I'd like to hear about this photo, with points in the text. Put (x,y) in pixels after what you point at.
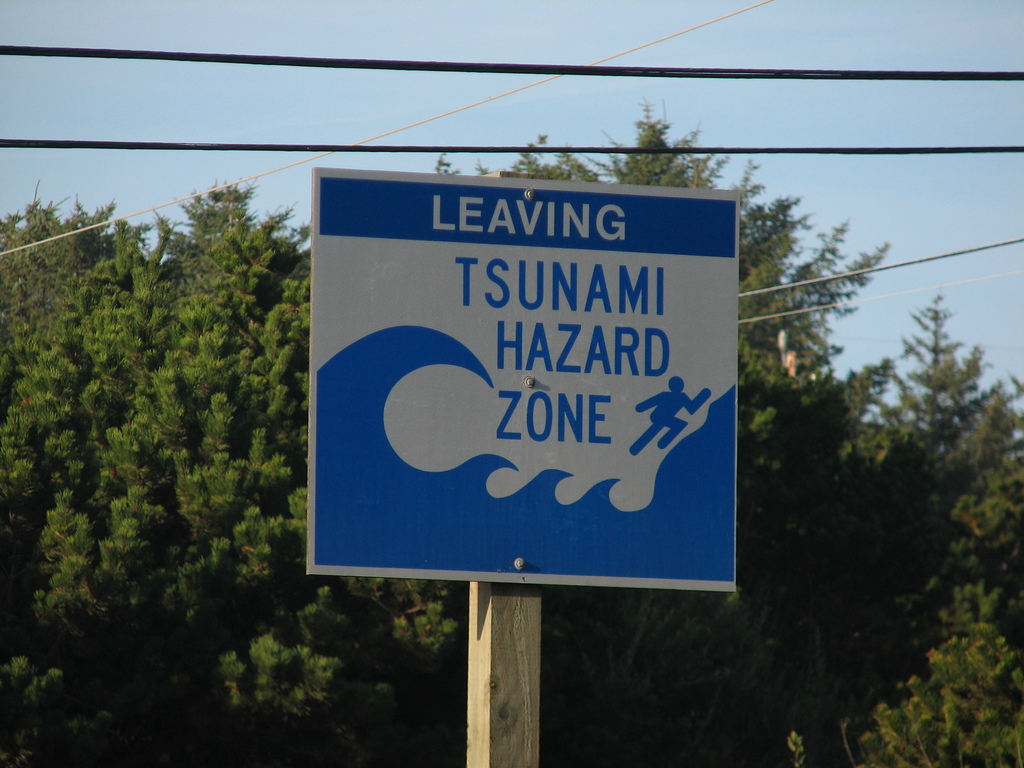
In this image there is a board (504,324) attached to the pole (483,690), on which there is a text (491,230), behind the pole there is a tree (12,400), at the top (164,65) there is the sky (577,59), cable wires (910,262).
